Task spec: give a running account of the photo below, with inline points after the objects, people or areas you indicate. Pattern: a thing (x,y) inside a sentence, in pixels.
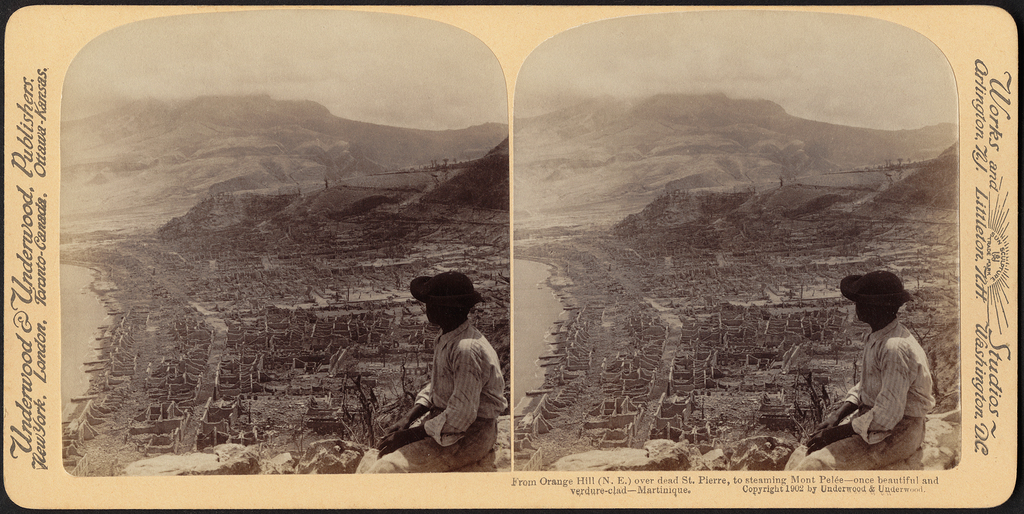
This picture is a collage of two images. In these two images I can observe a person (453,389) sitting on the rock (350,450). I can observe a river (71,321) on the left side of the two images. In the background (279,162) there are hills (461,143) and sky (383,82). This is a black and white picture. I can observe some text (23,294) on either sides of the picture.
